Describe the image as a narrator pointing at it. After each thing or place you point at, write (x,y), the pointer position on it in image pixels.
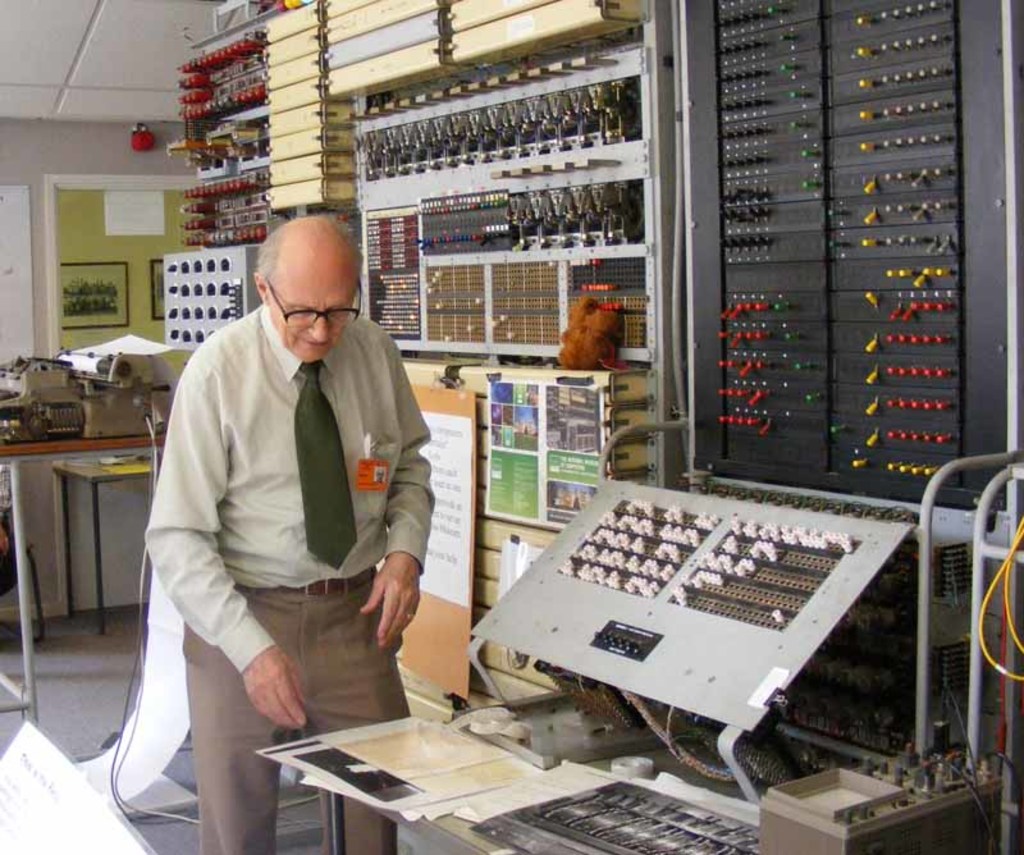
In this image, we can see a person (188,389). We can see some tables (42,451) with objects (690,791) and posters (432,748). We can see the ground (159,841). We can see some boards (466,492) with text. We can also see some devices (443,110) and the roof (173,16).
